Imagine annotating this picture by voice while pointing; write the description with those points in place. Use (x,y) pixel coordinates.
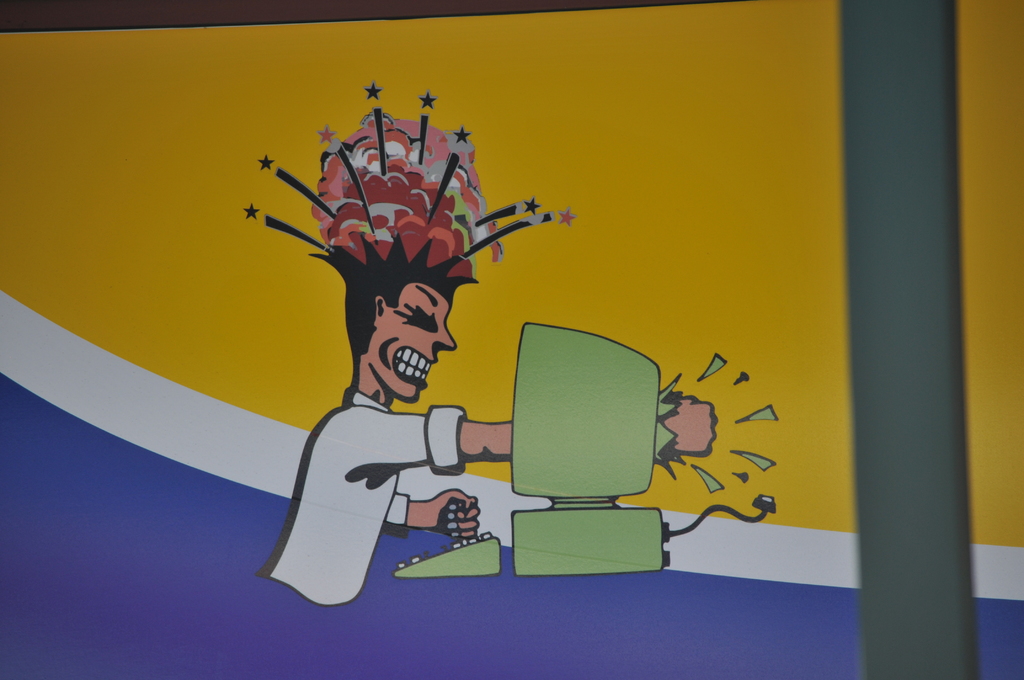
In this picture, we can see the painting (295,382) of a person (281,546), monitor (531,479), keyboard (448,553) and a cable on an object (270,363).
